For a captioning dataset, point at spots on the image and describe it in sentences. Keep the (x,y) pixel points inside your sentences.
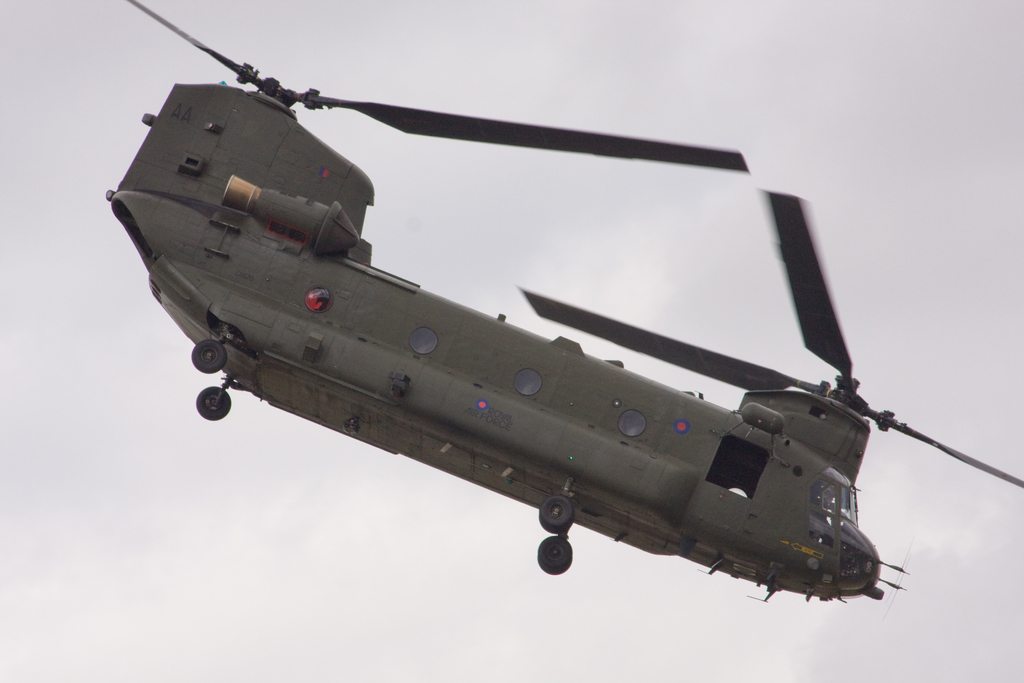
In this picture we can see a helicopter (799,409) flying in the air (574,662) and there is a white background (70,75).
